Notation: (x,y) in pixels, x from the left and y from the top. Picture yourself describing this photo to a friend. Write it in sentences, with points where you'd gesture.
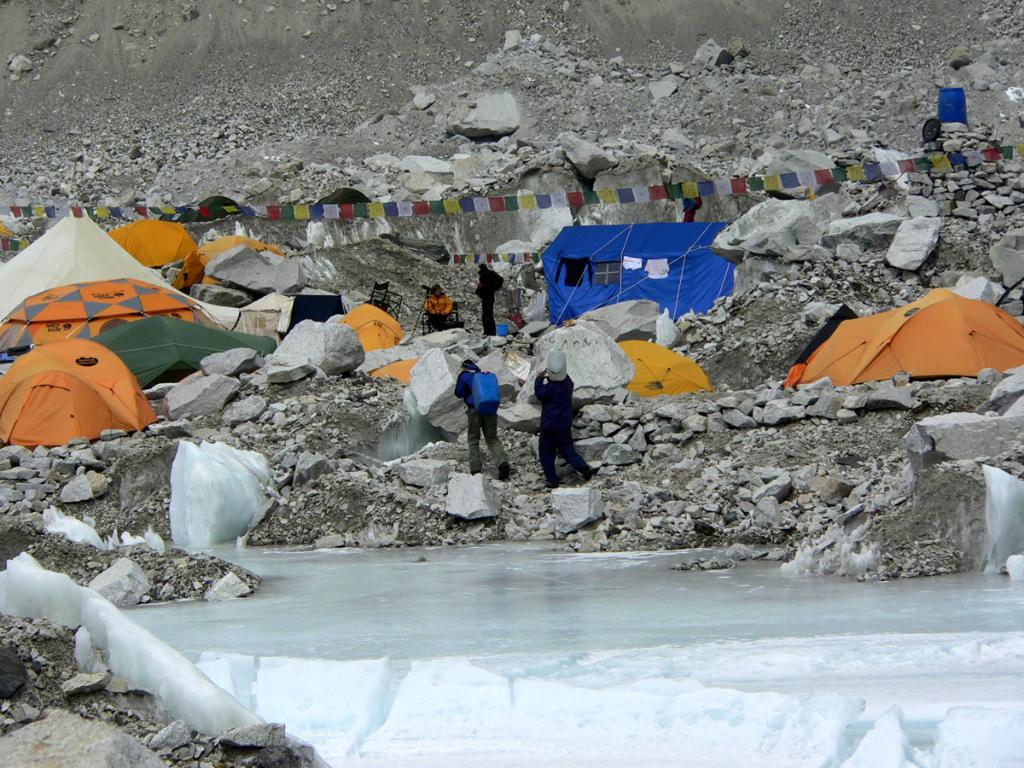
In this image at the bottom (616,698) there is a small pond (437,651) and snow (720,683), in the background (146,292) there are some mountains (795,252) and tents (150,360) and some people (546,416) are walking and some of them are standing.
